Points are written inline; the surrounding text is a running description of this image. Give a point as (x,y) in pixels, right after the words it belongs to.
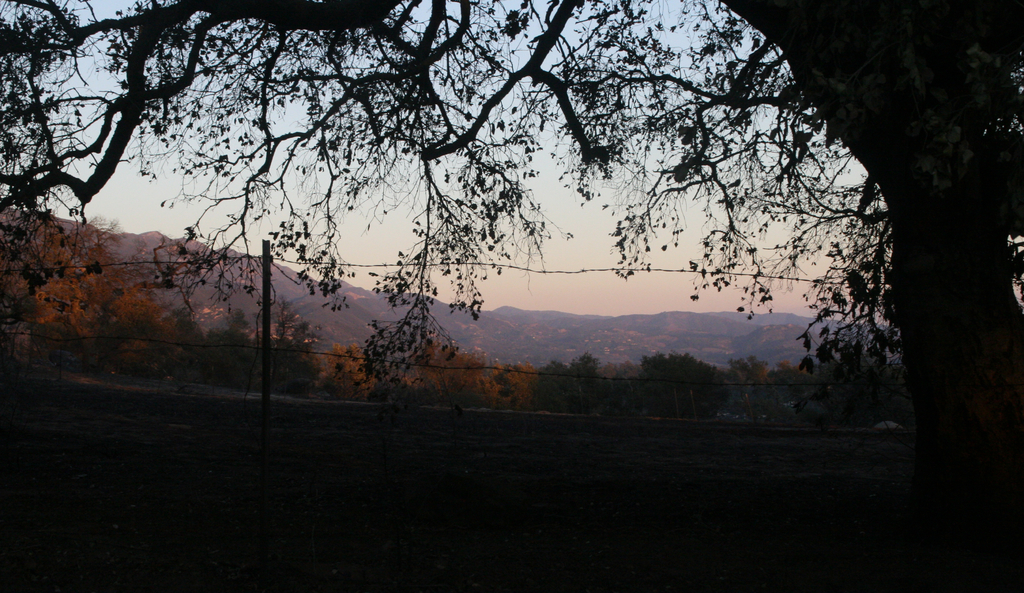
In this image we can see a tree (824,82), bark (917,317) of a tree (907,367), pole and wires (649,270). On the backside (624,299) we can see the mountains (431,322) and the sky (386,251) which looks clear.
